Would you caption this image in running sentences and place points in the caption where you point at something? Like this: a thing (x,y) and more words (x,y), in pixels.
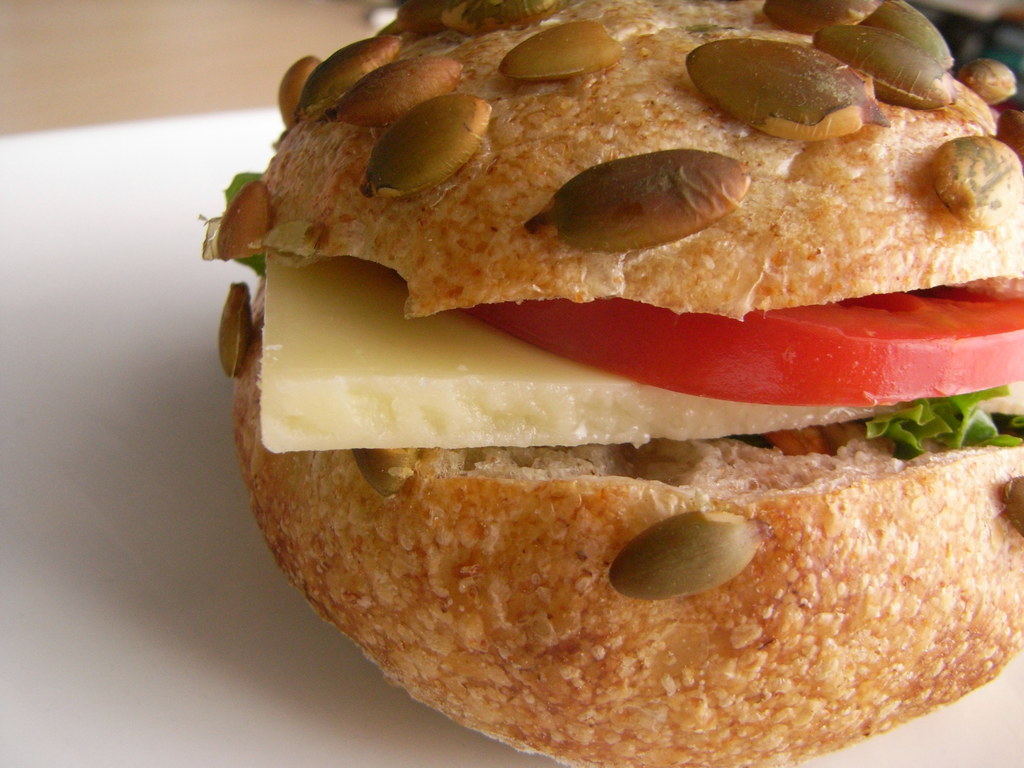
This picture shows a sandwich (558,371) with some veggies (921,410) on the table (164,102).
